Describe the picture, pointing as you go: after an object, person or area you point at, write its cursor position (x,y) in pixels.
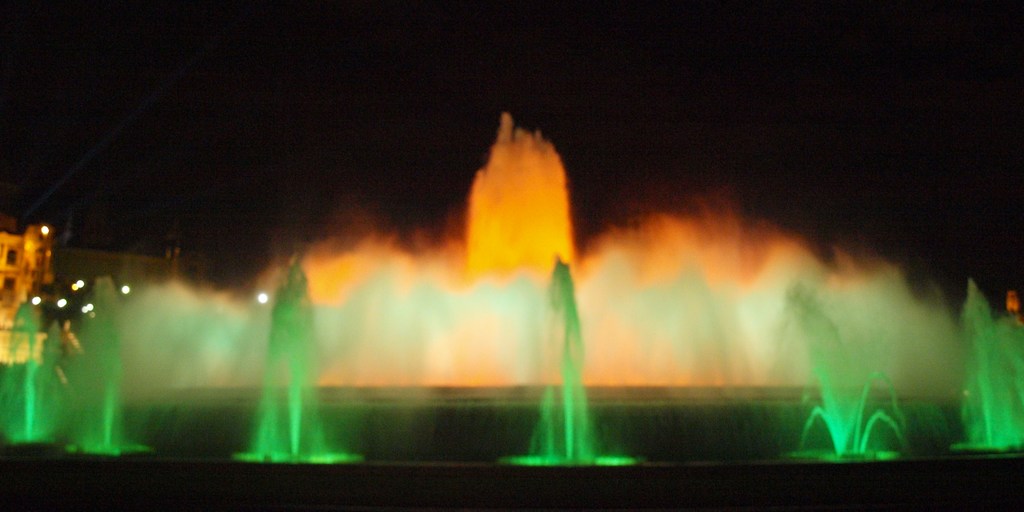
In this picture I can see a fountain (494,391) with different colors, behind we can see the building (23,263).
